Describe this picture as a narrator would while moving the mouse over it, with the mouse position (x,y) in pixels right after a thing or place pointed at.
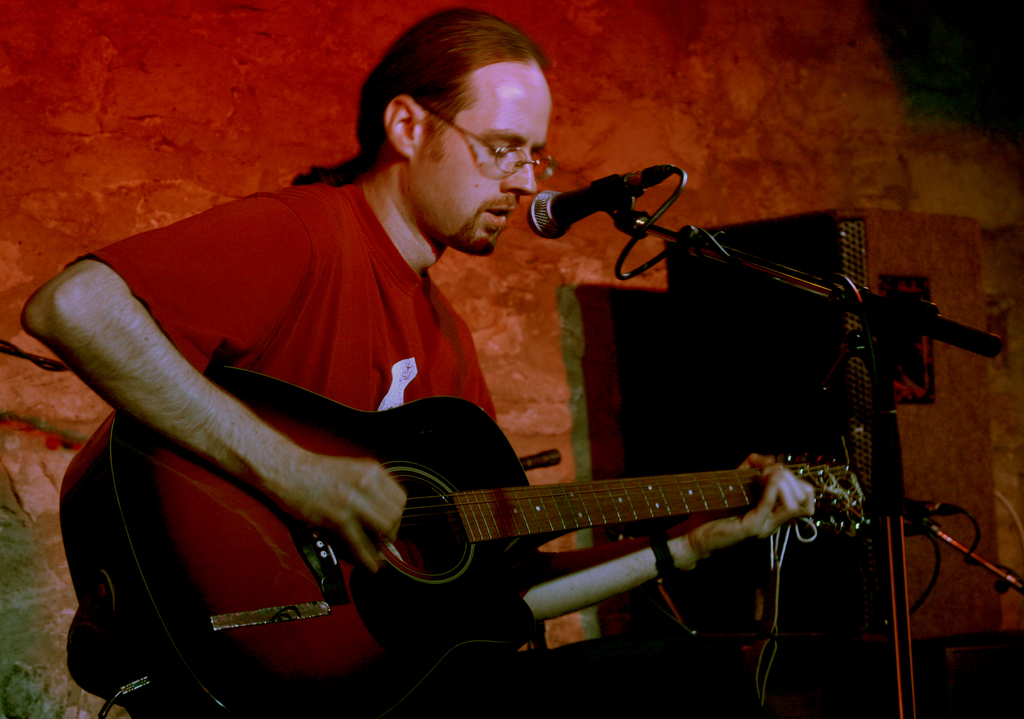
In this image I can see a man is playing a guitar (468,486) in front of a microphone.
